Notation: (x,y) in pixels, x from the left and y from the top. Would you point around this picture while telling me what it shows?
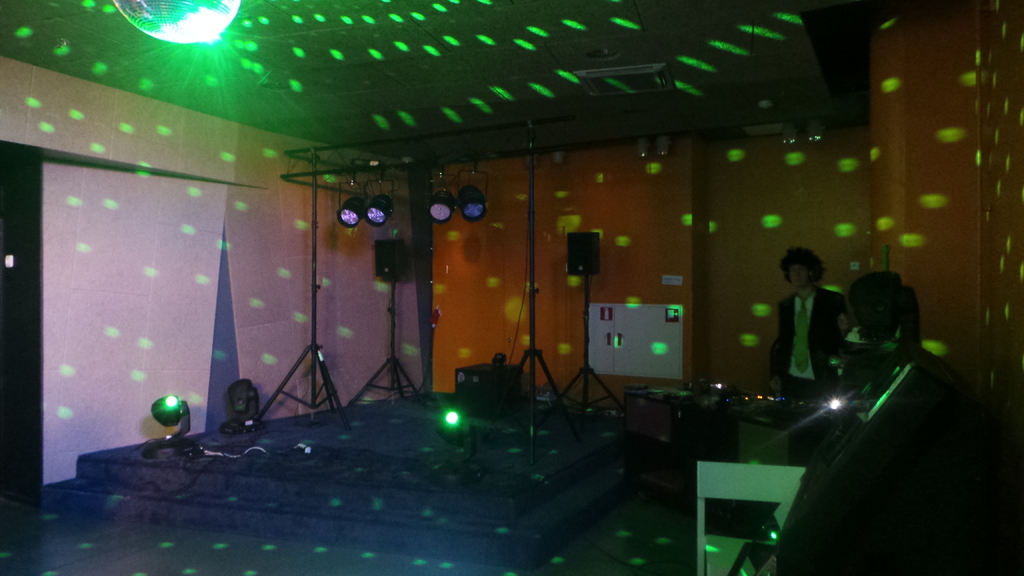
In this image, we can see some party lights (382,221). There is a person (796,316) on the right side of the image (810,318) wearing clothes (824,328) and standing in front of the wall (745,228). There are some stands (586,333) in the middle of the image (532,226).
